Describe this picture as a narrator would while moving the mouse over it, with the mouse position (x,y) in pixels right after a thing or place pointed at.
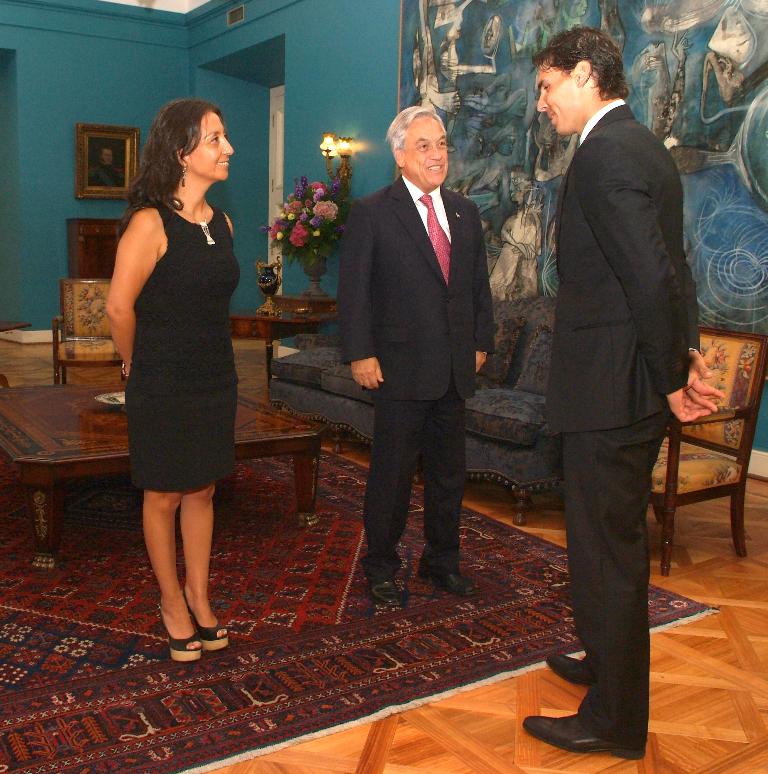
In the image we can see two men (627,441) and a woman (221,463) standing, wearing clothes (372,515) and they are smiling. The men (443,483) are wearing shoes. Here we can see wooden floor (696,727), carpets (389,671), chairs (727,444), flower plant (302,233) and a light (348,147). Here we can see a frame (116,170) stick to the wall (333,111).
